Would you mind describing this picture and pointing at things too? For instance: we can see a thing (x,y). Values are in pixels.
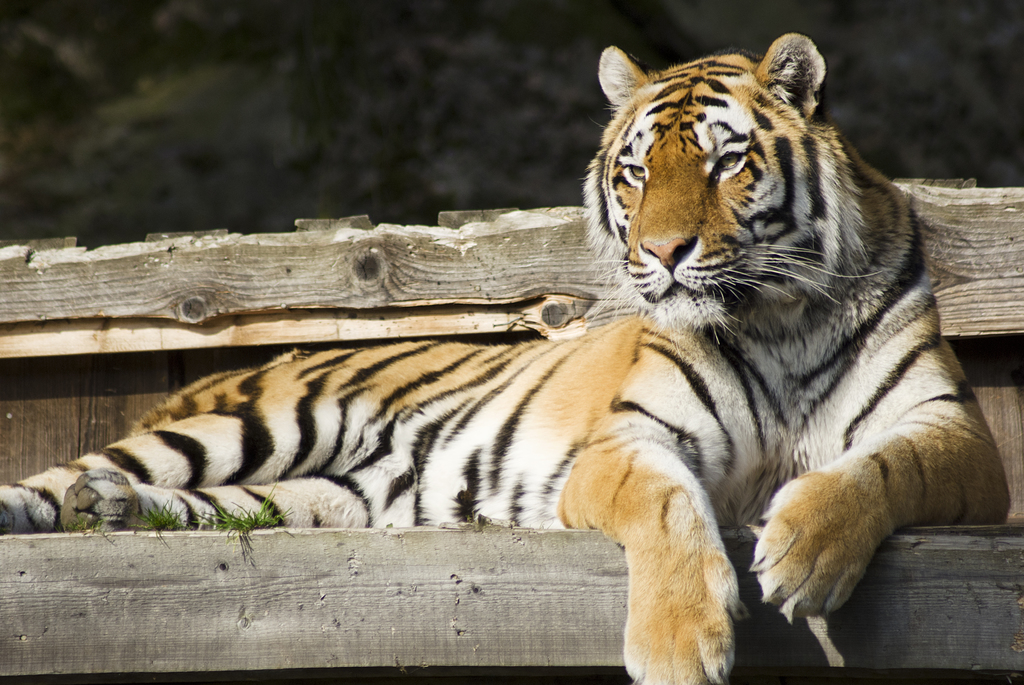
In the center of the picture (485,385) there is a tiger (273,426), sitting on a wooden object (437,574). In the background (450,85) there are trees (679,53).
